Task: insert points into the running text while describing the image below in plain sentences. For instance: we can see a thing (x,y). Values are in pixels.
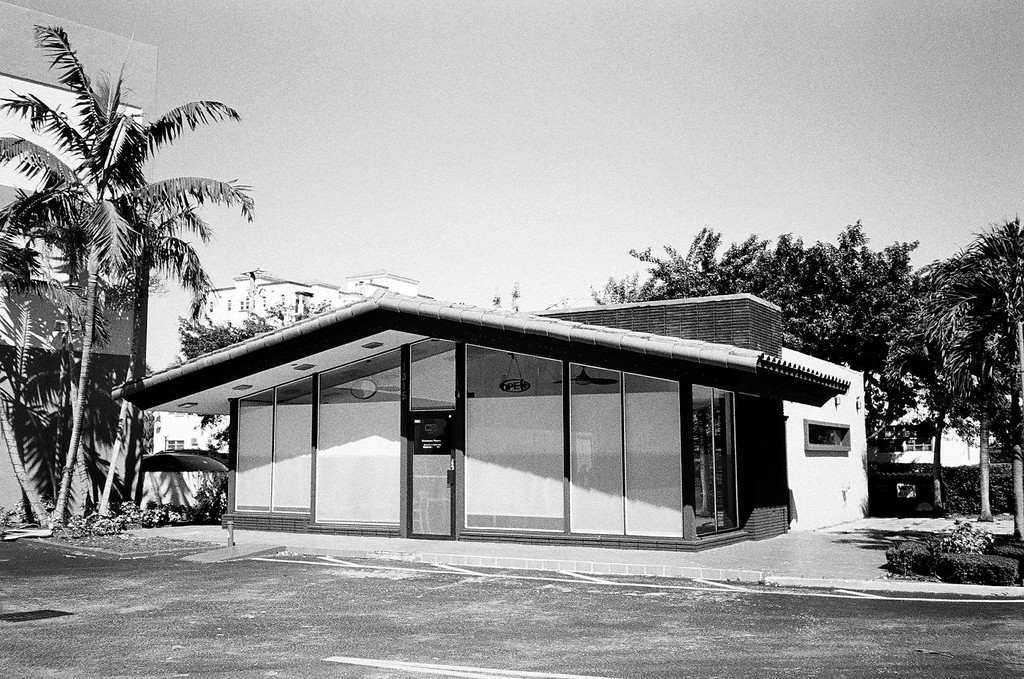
This is a black and white image. There are buildings (453,482) and trees (68,128). There is sky (838,138) at the top (645,120).
